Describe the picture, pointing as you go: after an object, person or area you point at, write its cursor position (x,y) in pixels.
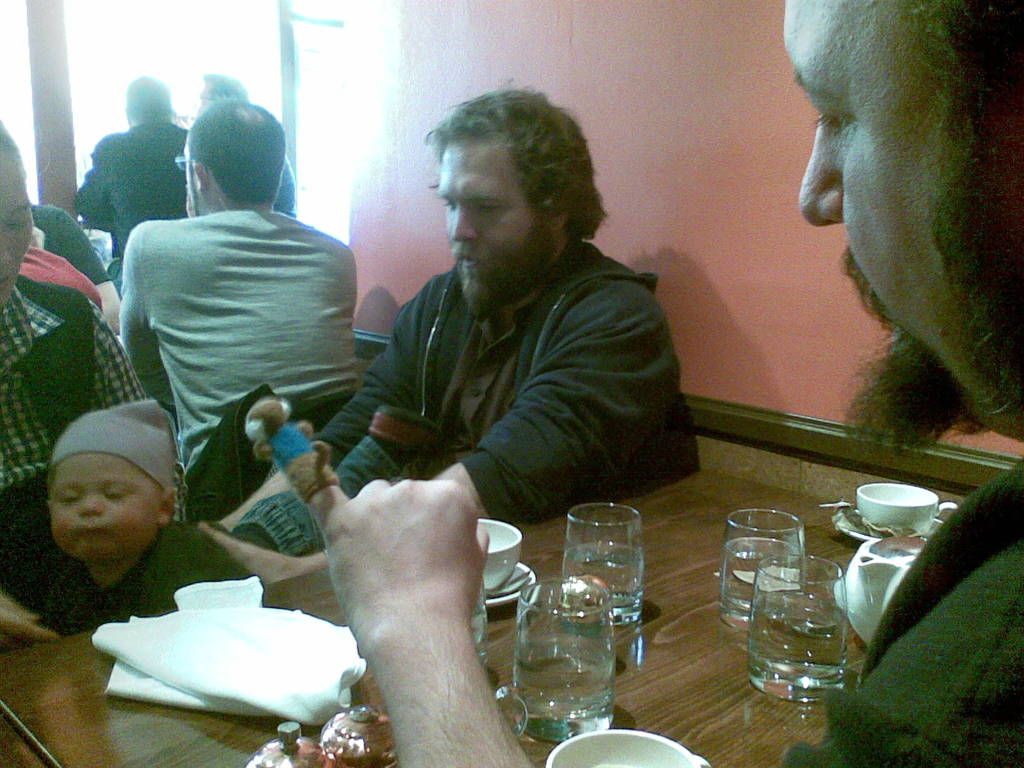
In this picture we can see a group of people (626,287) sitting and in front of them there is table (199,709) and on table (720,546) we can see glasses (776,552), cup (889,485), saucer (836,520), tissue papers (272,626) and in background (366,52) we can see wall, window (149,49).
